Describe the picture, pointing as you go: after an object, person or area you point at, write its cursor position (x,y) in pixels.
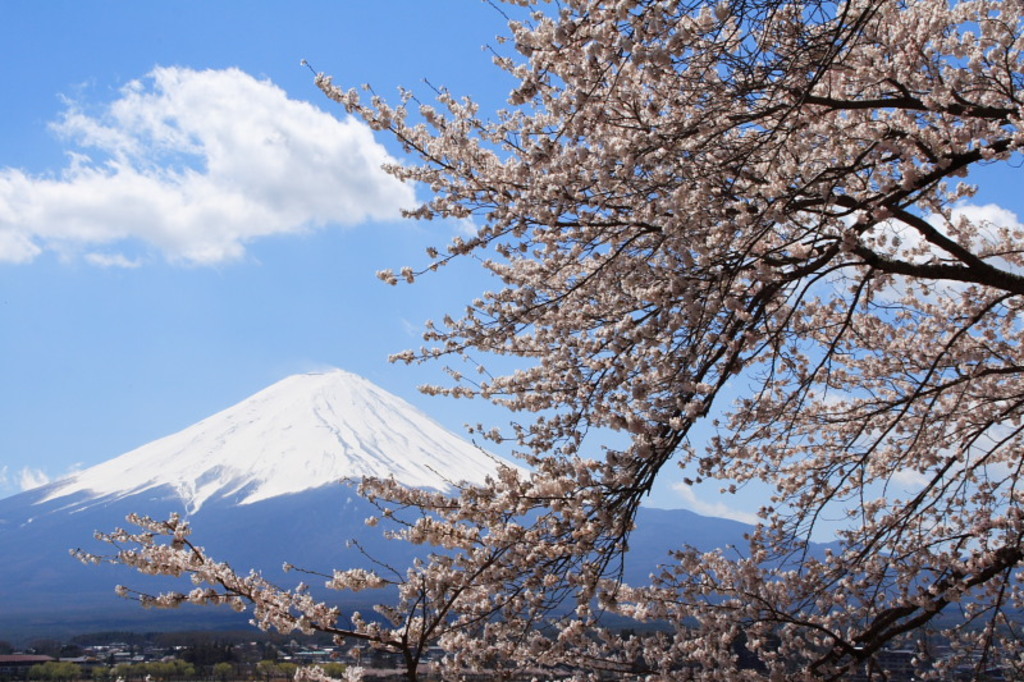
In this image we can see group of flowers (568,480) on the branches (759,257) of a tree (993,523). In the background (359,454), we can see mountains (285,466) and a cloudy sky (215,219).
